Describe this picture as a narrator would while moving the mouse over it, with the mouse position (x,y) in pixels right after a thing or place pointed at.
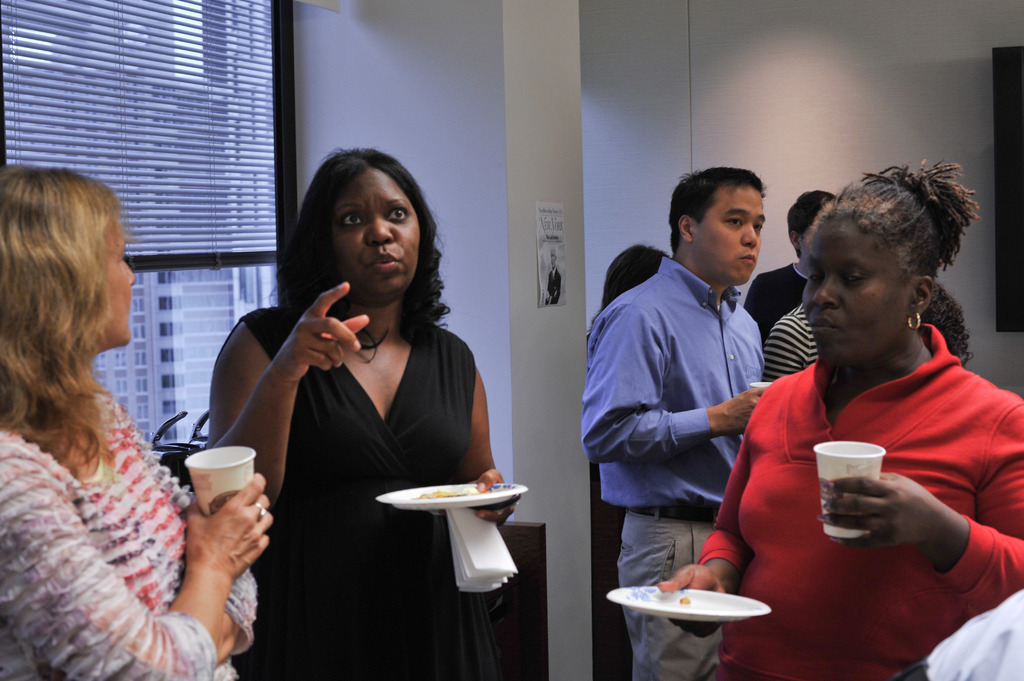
There are groups of people (661,329) standing. This looks like a pillar (582,589). I can see a poster (561,250) attached to the pillar (529,237). This is the window (137,377). I think this is the plastic roller blind (176,165).
